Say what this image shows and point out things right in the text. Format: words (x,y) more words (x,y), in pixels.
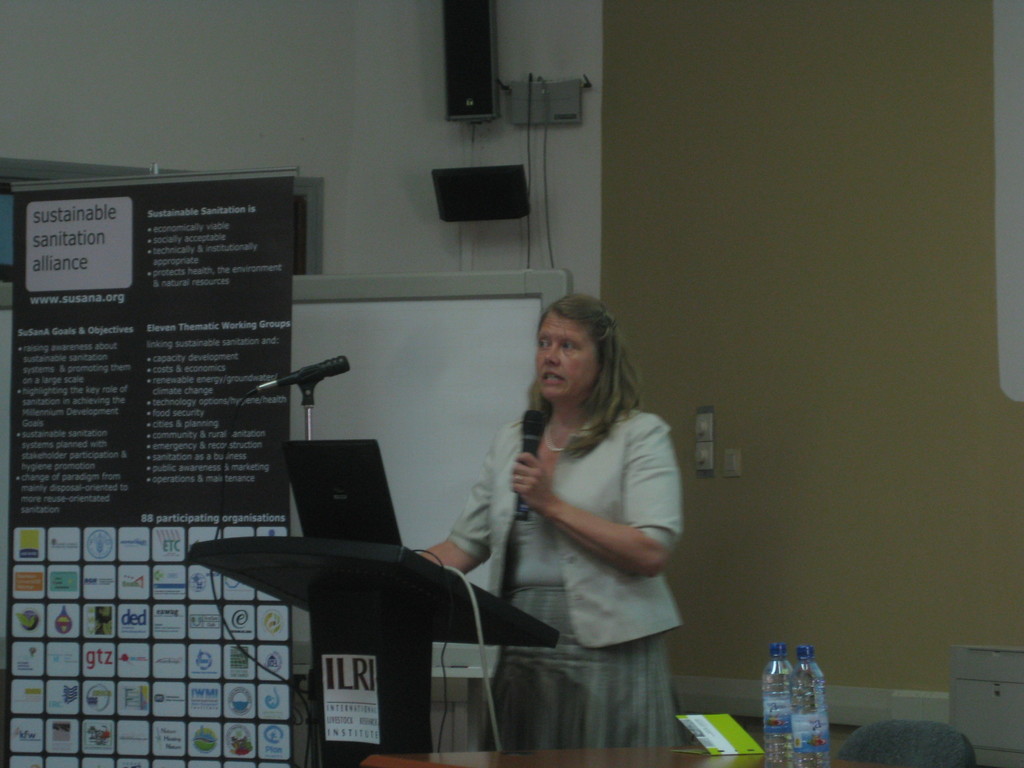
In this picture there is a woman (644,472) standing and talking and she is holding the microphone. There is a microphone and laptop (345,522) on the podium (413,652) and there is a poster (339,706) on the podium (380,640) and there is text (328,720) on the poster (349,692). On the left side of the image (25,552) there is a hoarding (87,382) and there is text (206,326) on the hoarding (172,701) and there is a window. At the back (551,300) there is a speaker (448,4) and there are objects (453,277) on the wall (644,281). On the right side of the image (770,712) there are bottles (778,699) and there is a book (734,740) on the table (689,754) and there is a chair (963,744) and there is an object (973,666).
